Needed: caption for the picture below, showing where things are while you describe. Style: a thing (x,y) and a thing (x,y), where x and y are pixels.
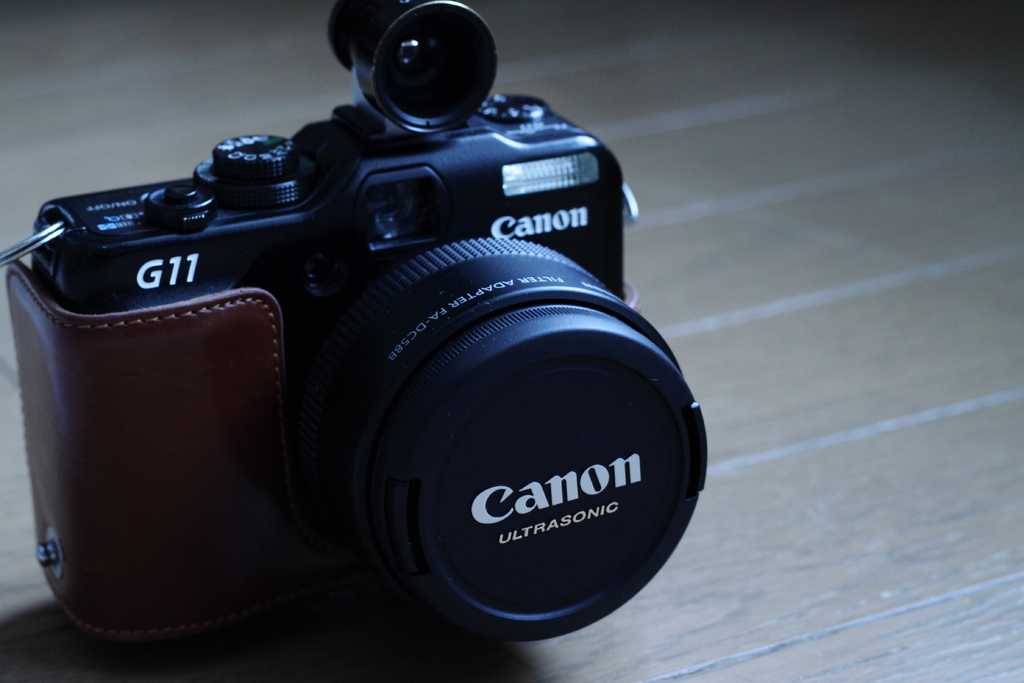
In this picture there is a black color canon camera (356,293) is placed on the wooden table top (846,568).
